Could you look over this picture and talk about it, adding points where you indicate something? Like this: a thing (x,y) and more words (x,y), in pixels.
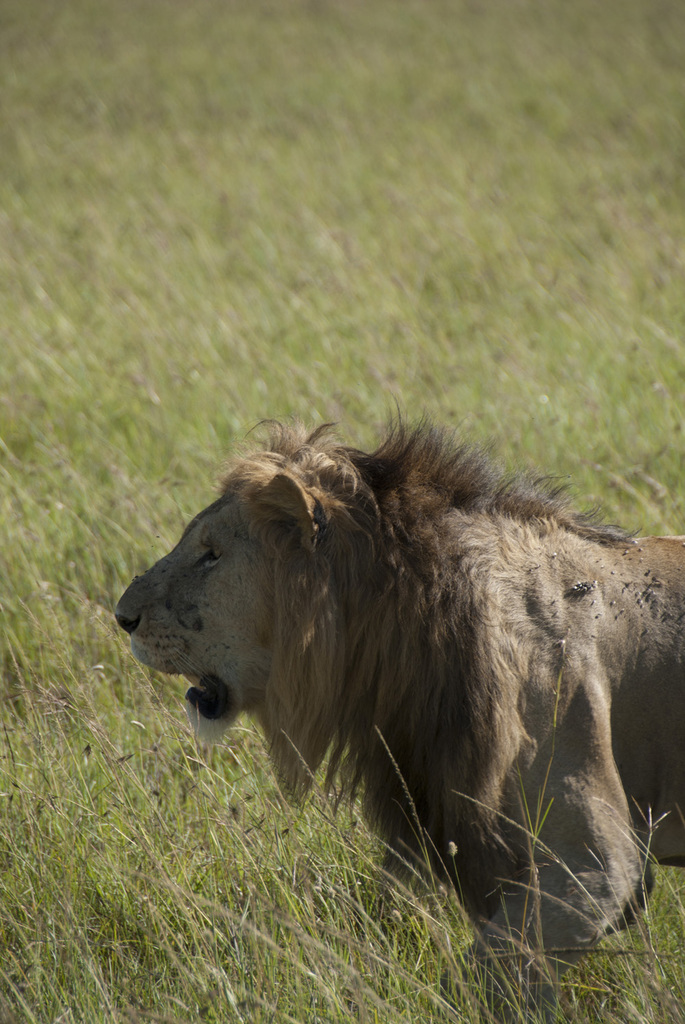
In this image there is a lion (432,707) at right side of this image (483,577) and there is a grass (170,345) in the background (133,348).
